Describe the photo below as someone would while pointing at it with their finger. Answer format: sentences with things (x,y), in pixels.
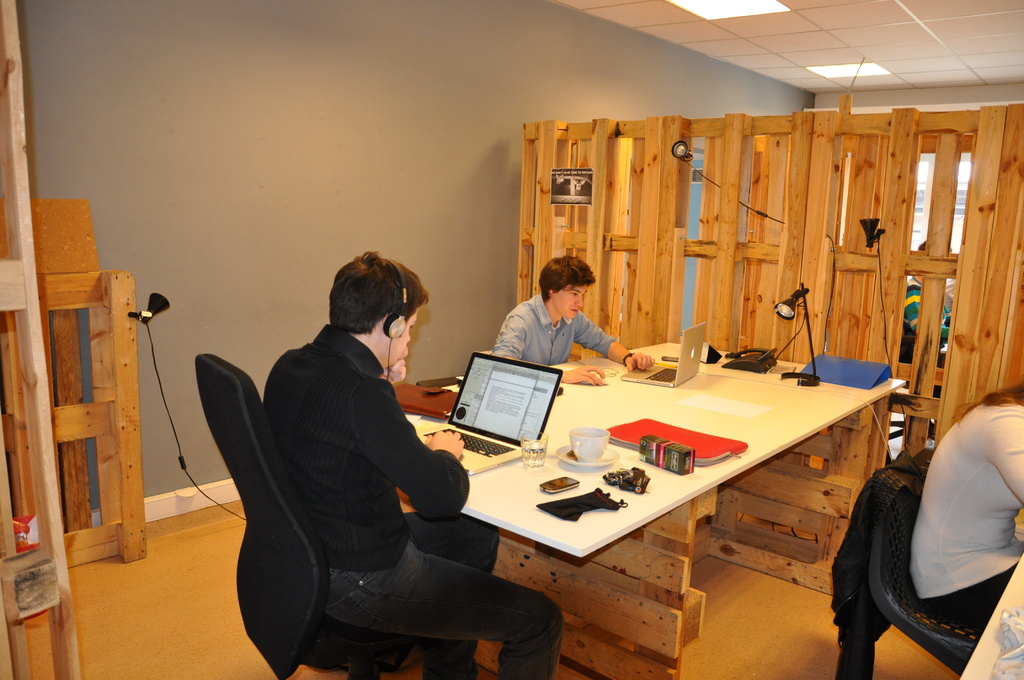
There is a room (336,464) in which there is a chair (260,540). One of the guy (319,501) is sitting in the chair (310,634) looking into the laptop (477,424) using a headset (402,286). Laptop (484,430) is on the table (649,533). There are some accessories (649,459) on the table (717,424). Another guy (565,356) is sitting to the left of this guy (307,466). We can observe a wooden wall (747,216) here. And in the background (387,157) we can see a wall (394,179) and ceiling lights (773,11). there is a woman (950,515) sitting in the right side (965,557).
